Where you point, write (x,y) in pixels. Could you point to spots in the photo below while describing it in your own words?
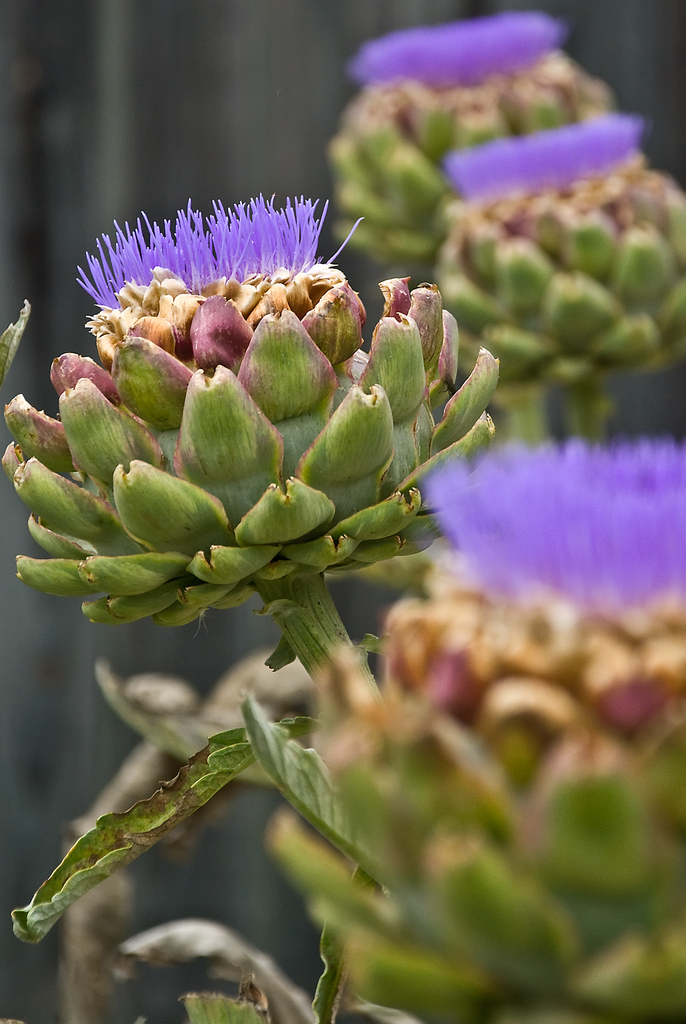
In this picture there is a plant (236,474) and we can observe a violet color flower (190,253). In the background (190,144) it is blurred.
